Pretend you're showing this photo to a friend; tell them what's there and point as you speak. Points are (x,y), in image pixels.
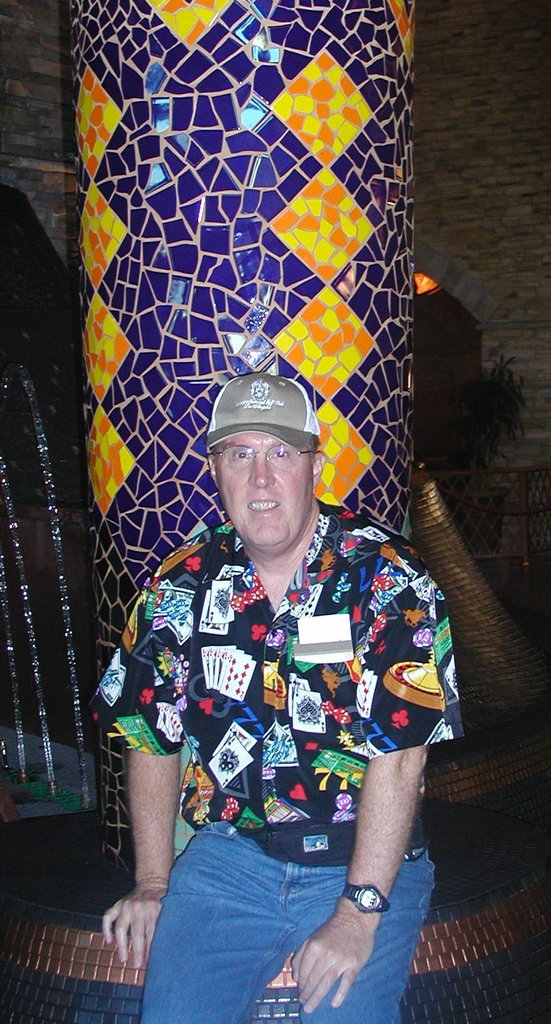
In this picture there is an old man (255,667) wearing colorful shirt (399,651) and blue jeans (258,915) sitting and giving a pose into the camera. Behind there is a blue and yellow color pillar (215,316).
